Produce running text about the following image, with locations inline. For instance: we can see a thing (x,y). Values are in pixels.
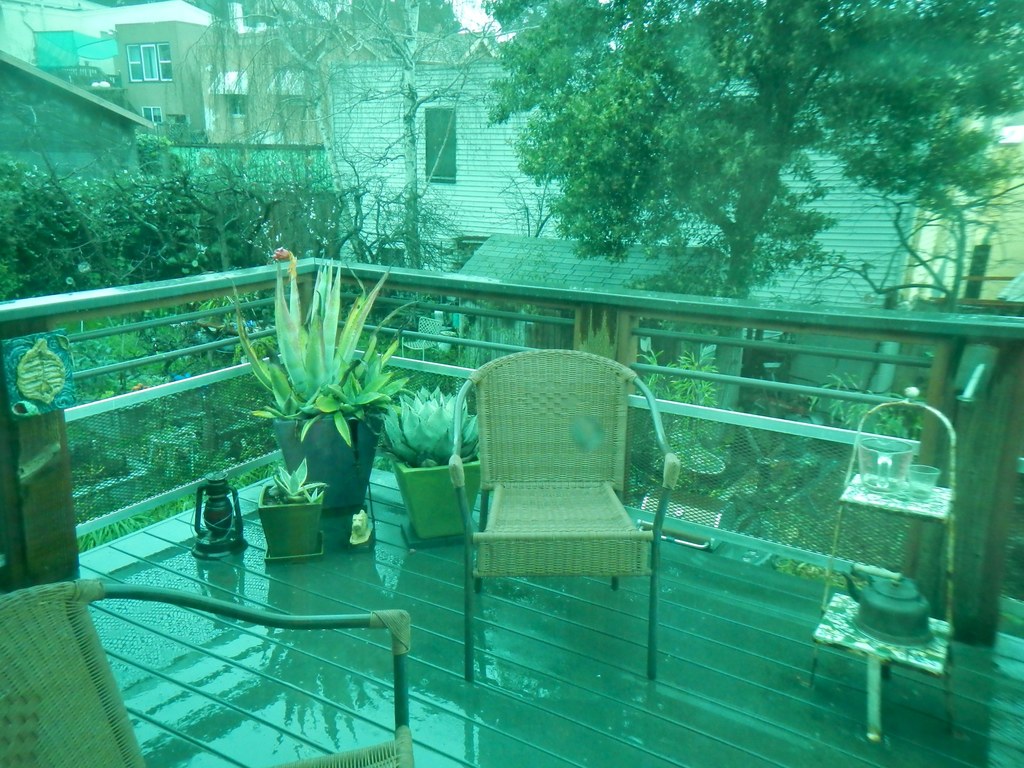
In this image I can see a balcony (207,444) with chairs (519,436) and potted plants (476,437) and a lantern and a teapot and glasses (896,480). At the top of the image (386,177) I can see other buildings (249,65) and trees (820,128) and it looks like it's raining.
